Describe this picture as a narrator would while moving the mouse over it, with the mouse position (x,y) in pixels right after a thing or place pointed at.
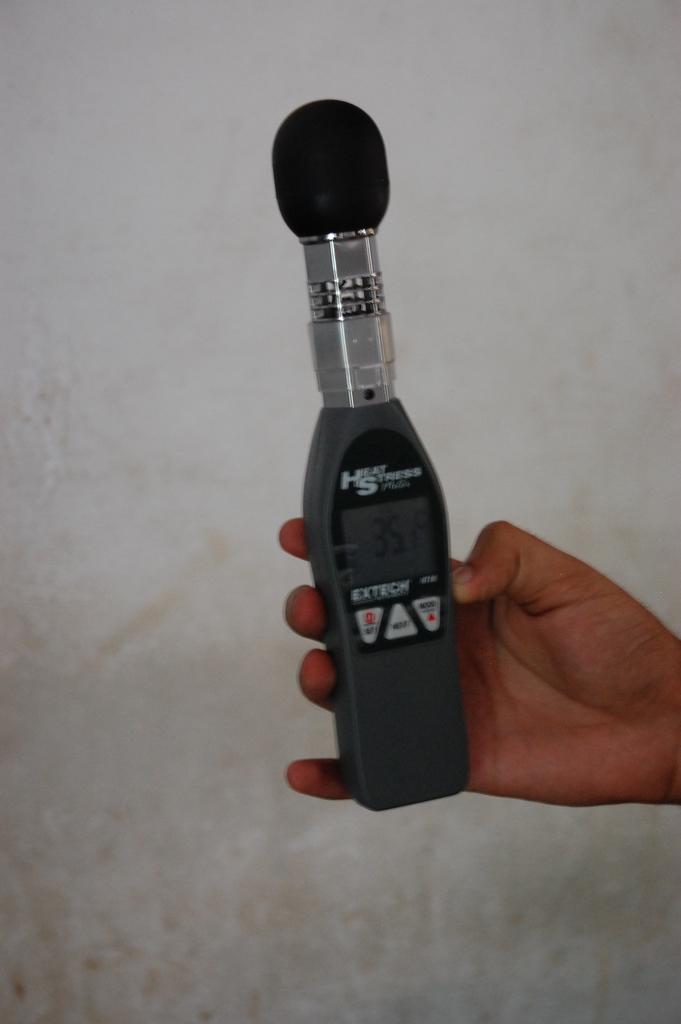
In this image a person (477,645) is holding some object (446,653) in a hand (526,636). The background (459,884) is completely white in color.
